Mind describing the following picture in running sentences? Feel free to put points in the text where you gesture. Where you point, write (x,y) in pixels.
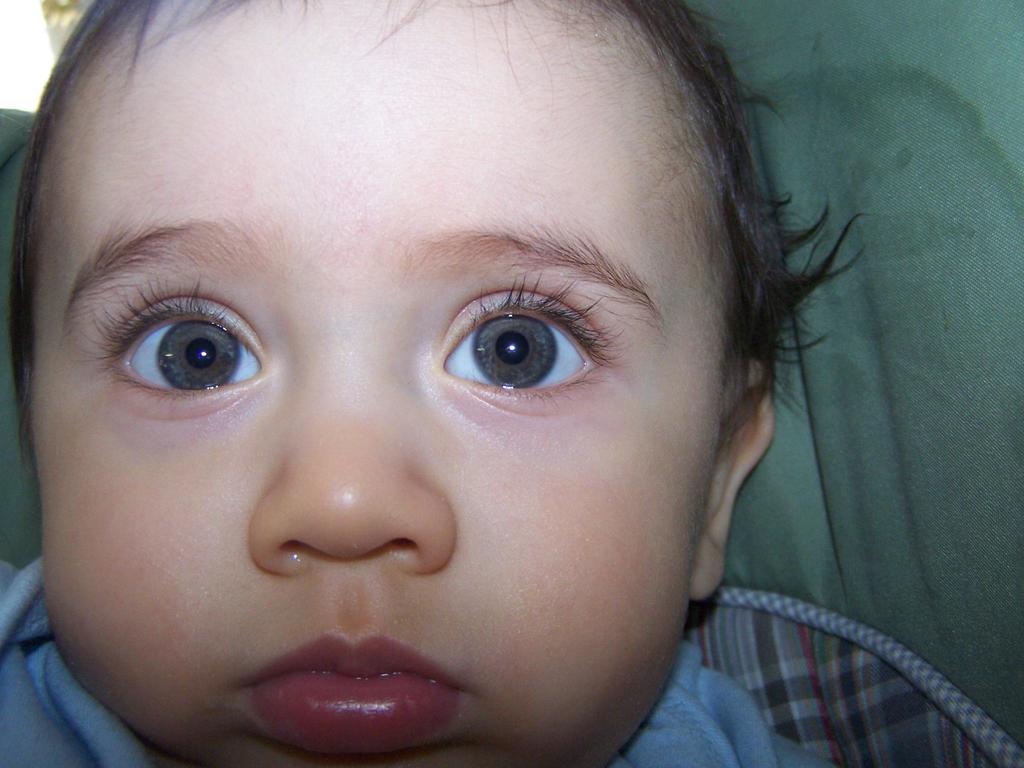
In this picture we can see a kid's face (602,634), in the background (872,320) there is a cloth (863,250).
